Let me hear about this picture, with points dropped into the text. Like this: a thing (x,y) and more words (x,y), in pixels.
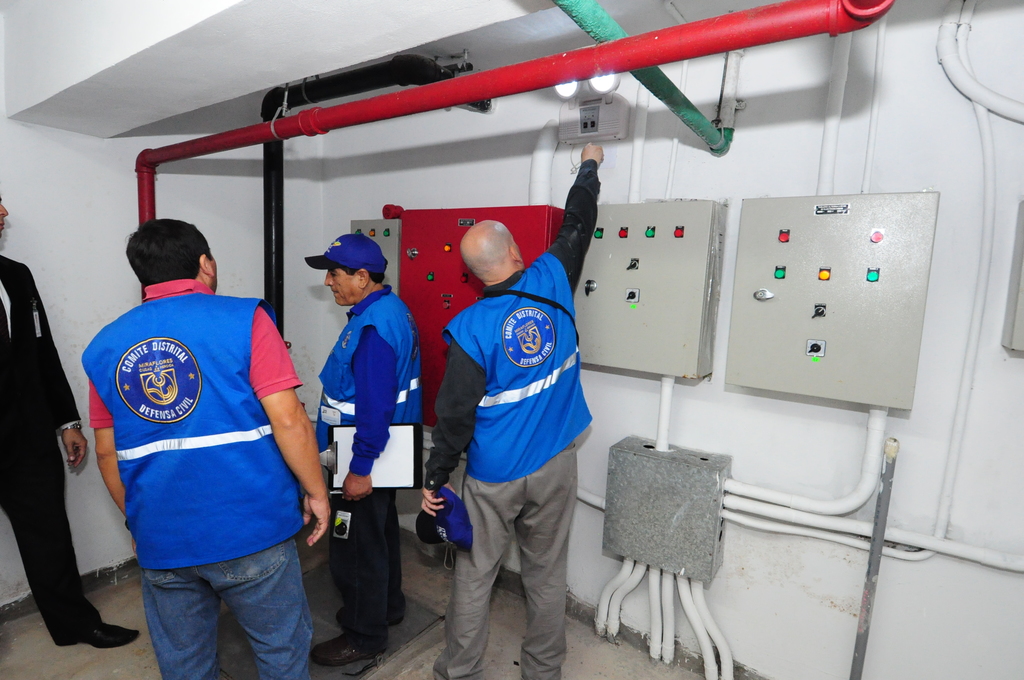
In this image, I can see four persons (24,453) standing on the floor (439,602). There are iron pipes (469,97), junction box (620,452) and panel boards (636,266) are attached to the wall (906,102).
